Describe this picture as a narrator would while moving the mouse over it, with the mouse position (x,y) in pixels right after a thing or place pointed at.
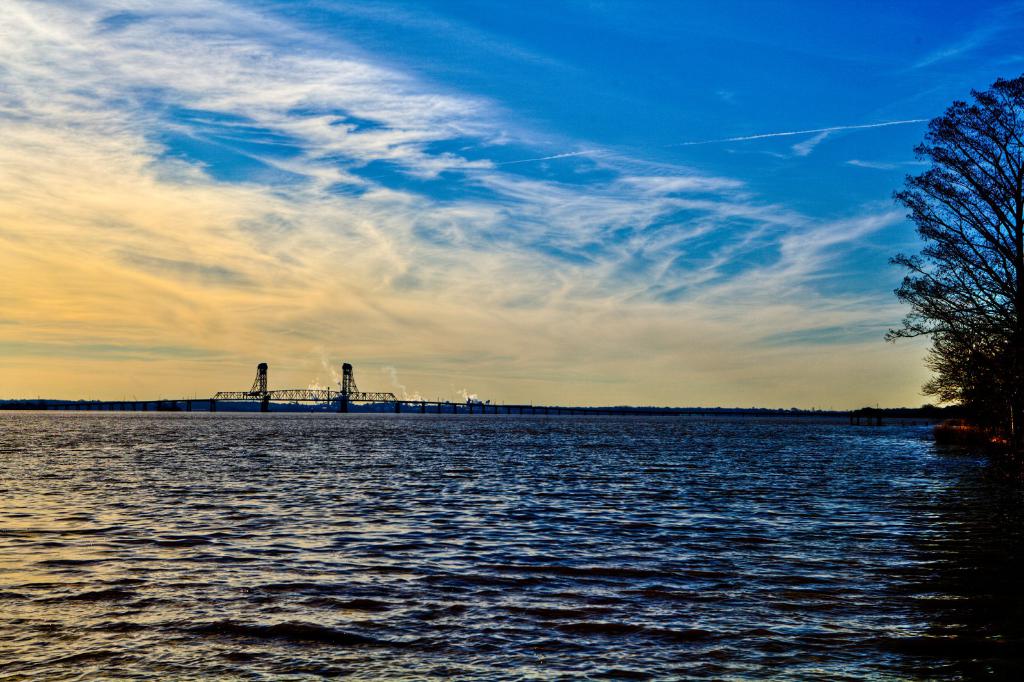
In this image at the bottom (631,520) there is a river (757,518) and on the right side (971,335) there are trees (973,410). And in the background (268,392) there are some towers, and at the top (250,98) there is sky (416,290).
